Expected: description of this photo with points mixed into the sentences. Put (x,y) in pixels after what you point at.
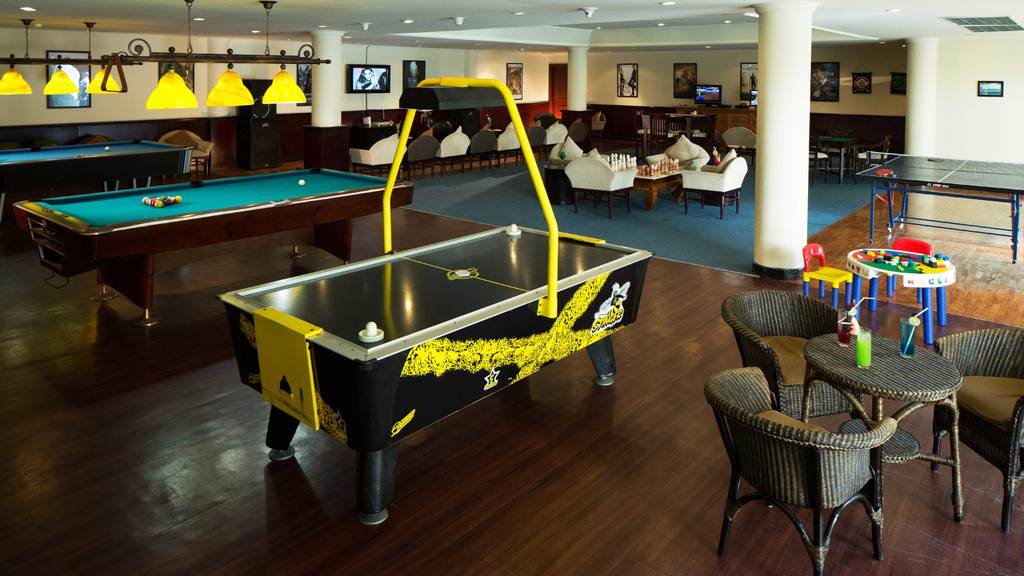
This is an inside view. Here I can see some games (387,283) on the floor (224,462). On the right side (890,380) there is a table (873,417) and chairs (788,327). In the background (572,92) I can see some empty chairs (698,144) and pillars (777,144). There are few frames (686,72) and screens (384,80) are attached to the wall (643,72). It is looking like a playing zone (76,294).
